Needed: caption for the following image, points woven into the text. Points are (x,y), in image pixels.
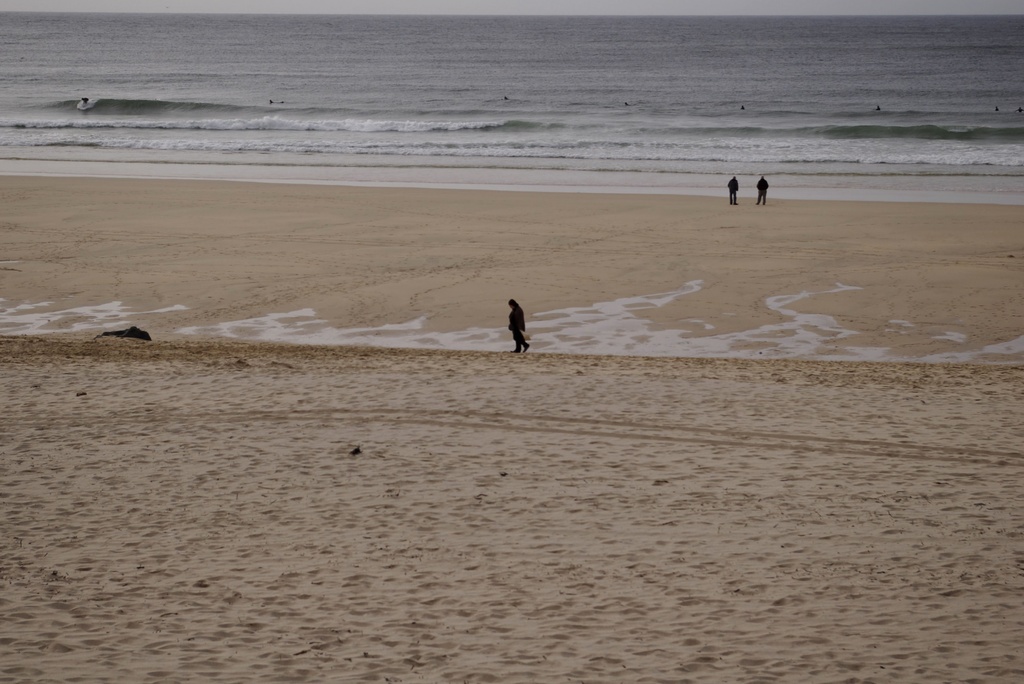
In this image I can see a black colour thing (133,330) over here, sand (195,321), water (919,165) and here I can see few people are standing.
